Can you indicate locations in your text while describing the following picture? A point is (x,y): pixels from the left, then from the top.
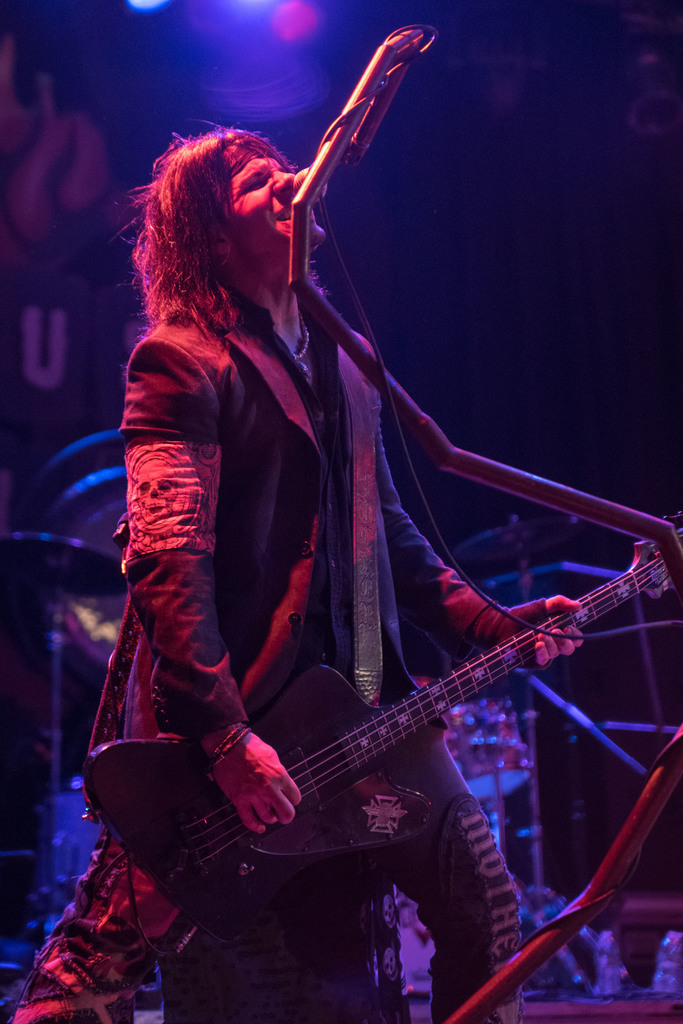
In this image person (381,931) is singing by holding the guitar (377,749) and in front of him there is a mike (390,100). At the back side (524,754) there are other musical instruments (513,749).
